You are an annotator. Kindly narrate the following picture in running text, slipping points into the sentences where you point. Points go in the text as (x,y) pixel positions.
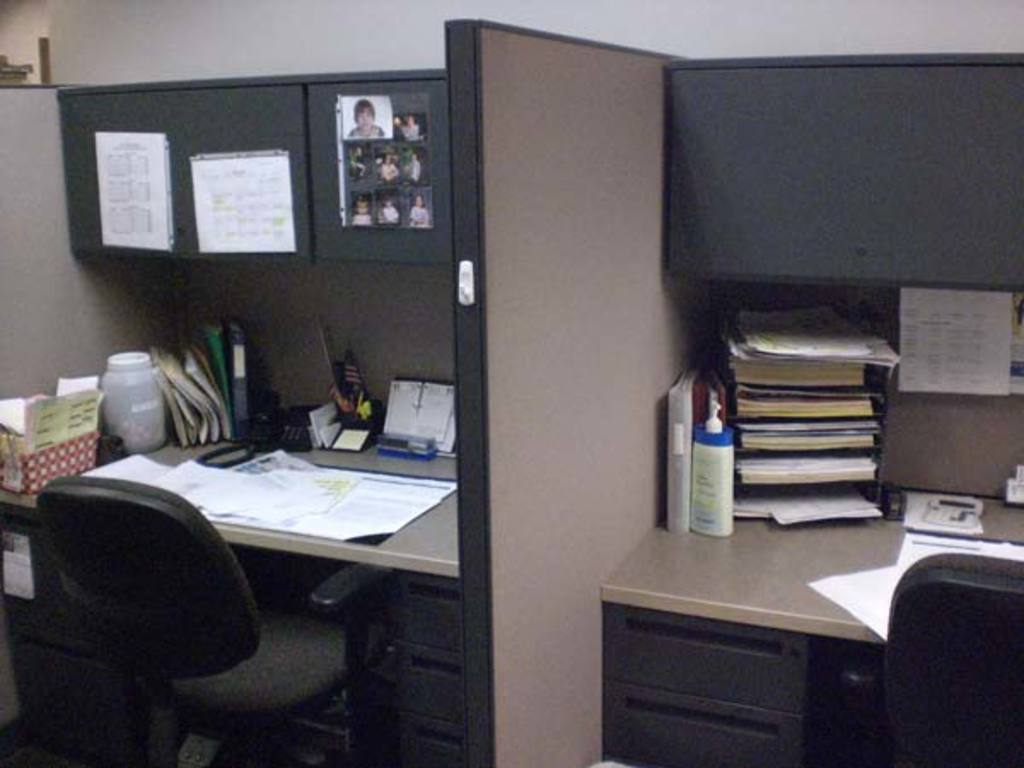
In this picture we can see two tables (353,548) with desk (223,527) and some things (182,391) like files (760,436), pens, telephone (269,413) and some papers (299,470) and some pictures (390,161) and papers (264,166) on the cabinets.
